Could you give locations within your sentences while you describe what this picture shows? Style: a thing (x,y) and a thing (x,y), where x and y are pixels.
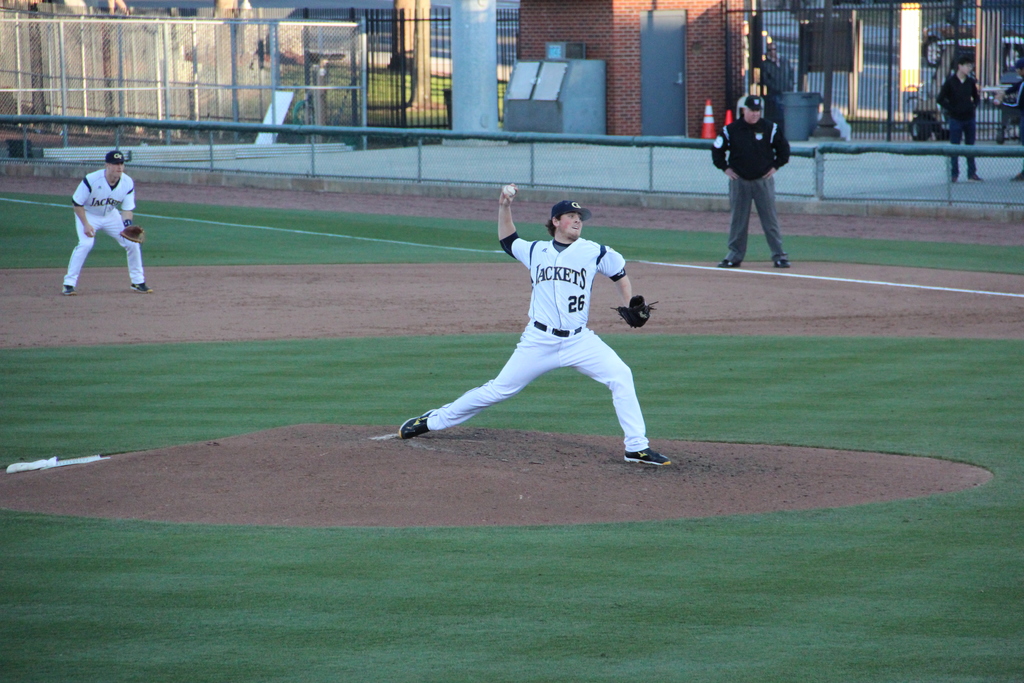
In this picture I can see there is a person (622,404) standing here and there are two more people (126,242) standing here and in the backdrop (310,130) there is a fence (366,140), road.
